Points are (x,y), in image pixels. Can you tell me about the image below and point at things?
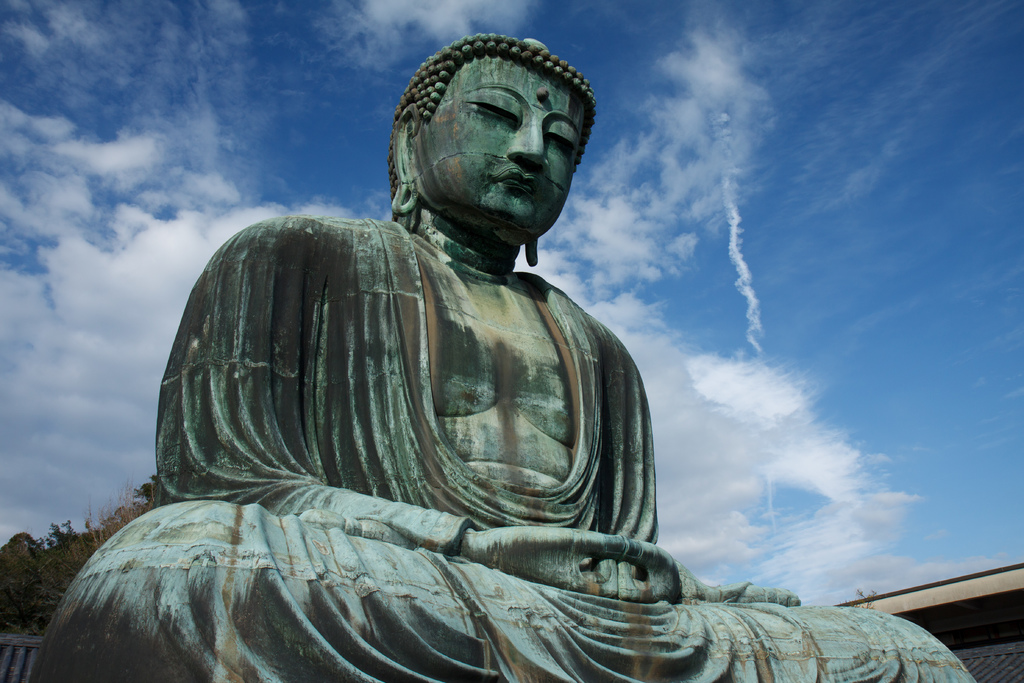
In this image I can see a statue (294,296), in the background (589,233) I can see the sky (567,236).
